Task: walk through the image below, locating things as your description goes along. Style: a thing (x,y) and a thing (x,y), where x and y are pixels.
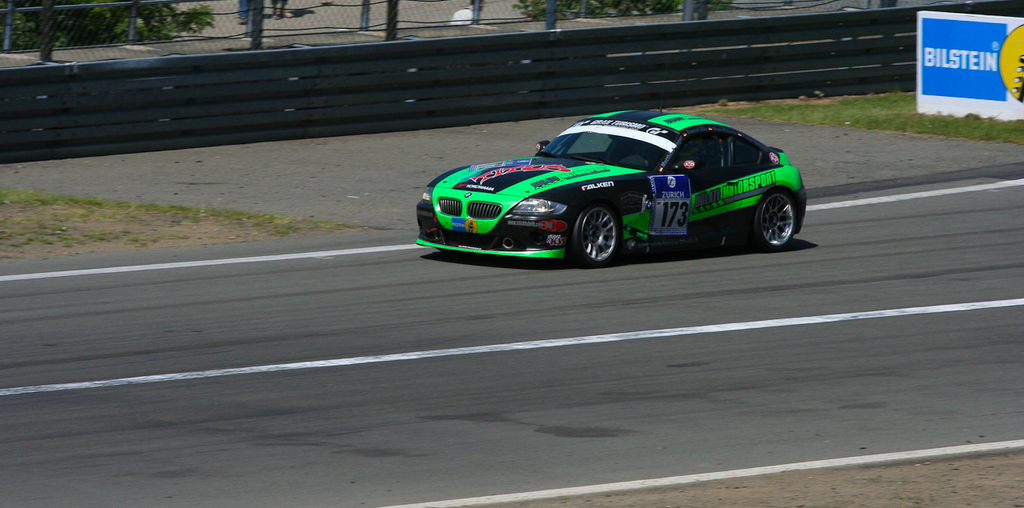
In this picture I can see vehicle (557,158) is on the road (298,257). In the background (885,77) I can see railing (893,88), grass (728,113), hoarding (988,45), mesh (574,5), leaves (611,1) and things (392,4).
